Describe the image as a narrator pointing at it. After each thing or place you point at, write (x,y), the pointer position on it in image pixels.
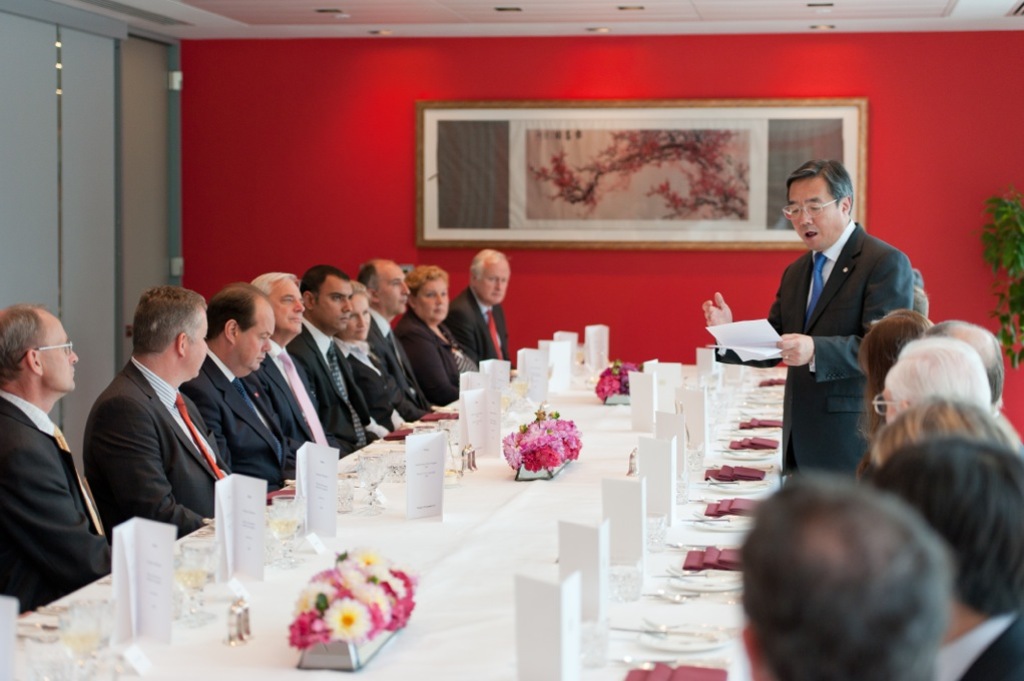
This is a closed room (643,15). In this closed room (649,39) there are group of persons (797,492) sitting on the chairs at the right side of the image (798,366) there is a person (787,378) standing and on the top of the table (448,499) there are flower bouquets (316,626) and at the background of the image (680,164) there is a painting (651,159) attached to the wall (694,65).
